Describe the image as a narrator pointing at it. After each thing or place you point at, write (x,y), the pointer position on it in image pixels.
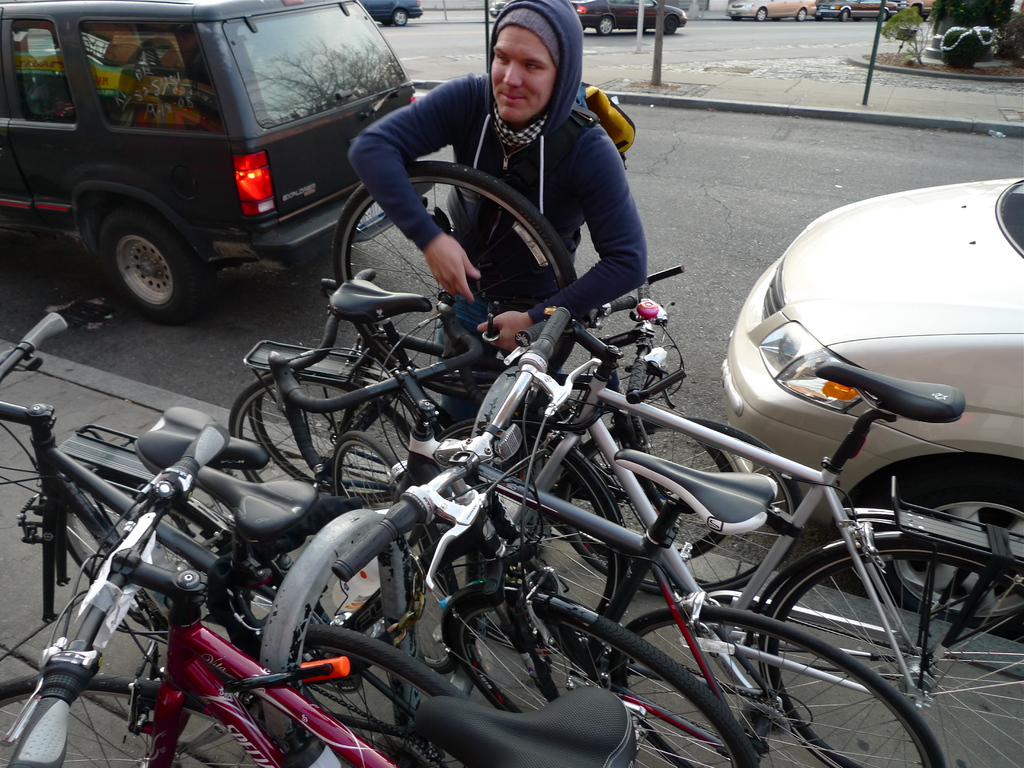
There are cars (1021,379) on the road (785,42). Here we can see bicycles (381,524), poles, plants (962,27), and a person (568,252).
